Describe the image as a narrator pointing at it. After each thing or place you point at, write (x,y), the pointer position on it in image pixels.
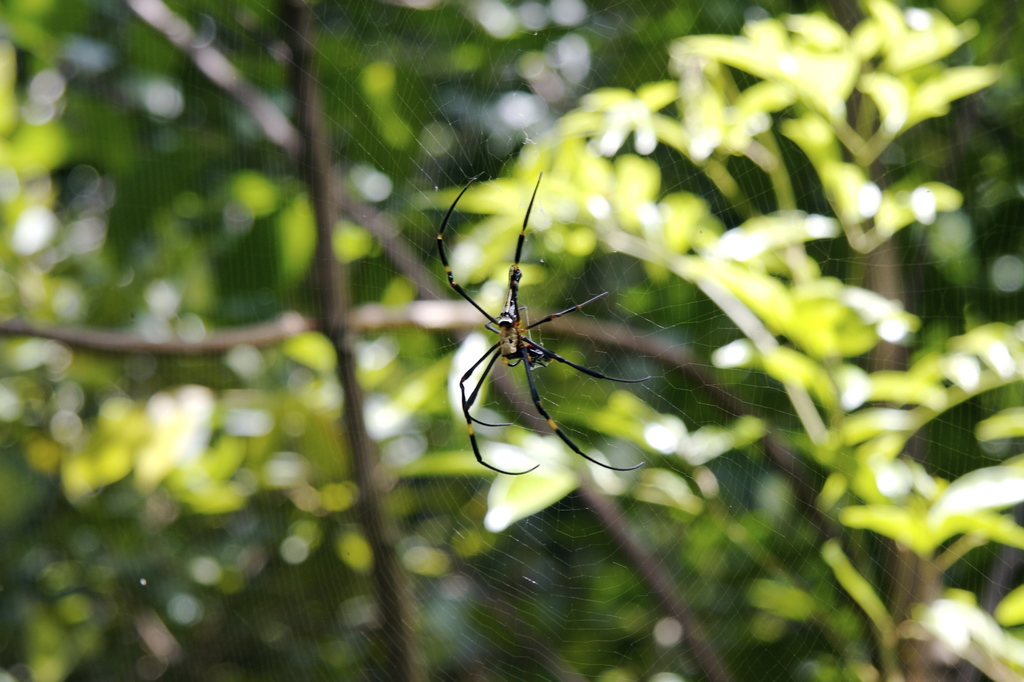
In this picture there is a spider (533,380) on a web (601,351) in the center of the image (455,240) and there are trees (492,210) in the background area of the image (438,185).
